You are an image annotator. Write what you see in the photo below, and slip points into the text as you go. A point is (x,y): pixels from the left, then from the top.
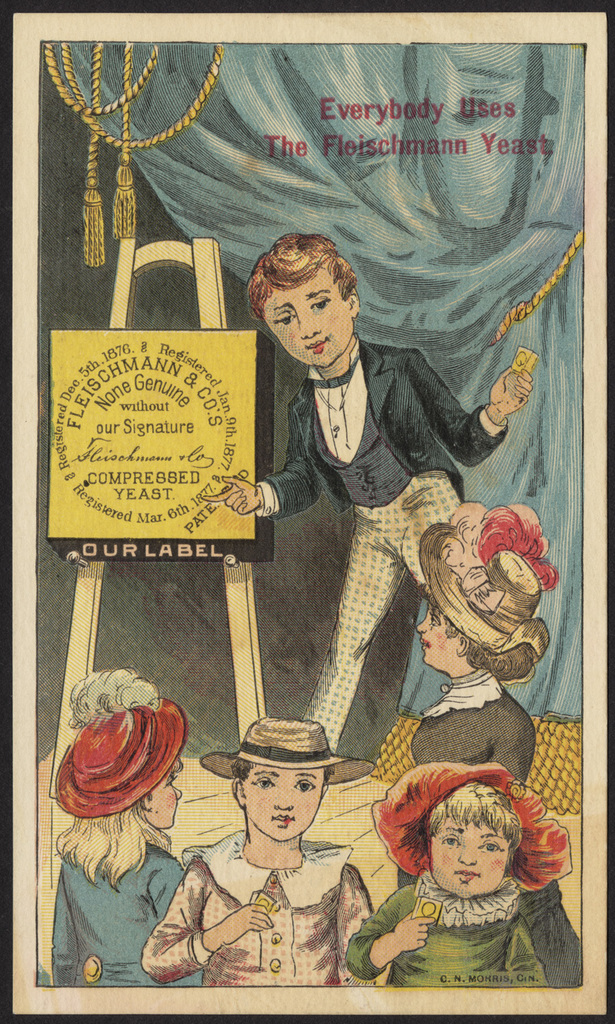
This image is a depiction. In this image we can see the frame (123,25) of the people (359,549), board (199,506), ropes (516,310) and also the text (423,147).
